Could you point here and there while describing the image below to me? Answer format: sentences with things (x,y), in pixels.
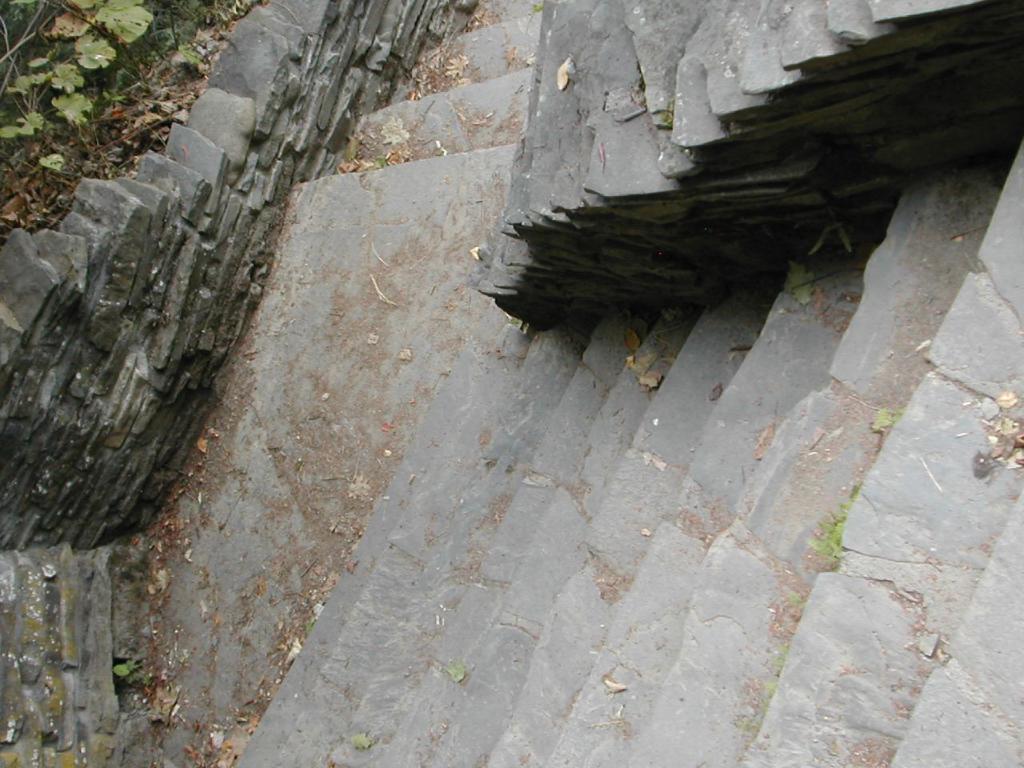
Here in this picture we can see steps (354,178) present over a place and on the left top side (111,126) we can see plants (48,76) and dry leaves (35,172) present on the ground (52,118).
